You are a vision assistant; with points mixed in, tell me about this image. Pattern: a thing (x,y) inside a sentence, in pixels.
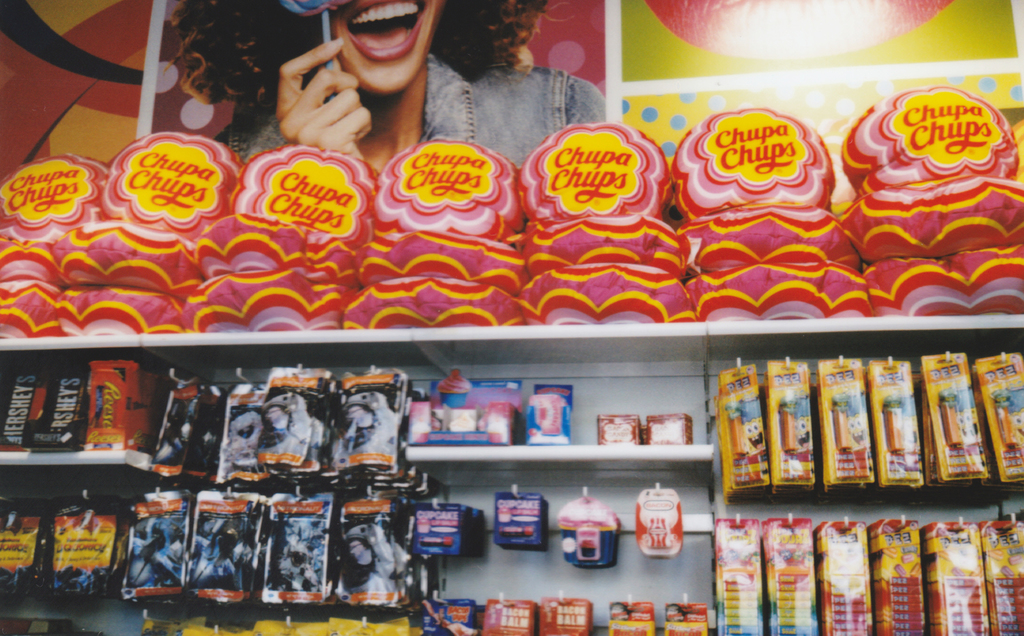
i can see a store (845,189) in which chocolates (124,403) are available and a lady (423,44) in the image holding a lollipop (331,48) and smiling and i can see few others things (59,316) which are available in the store (99,410).
